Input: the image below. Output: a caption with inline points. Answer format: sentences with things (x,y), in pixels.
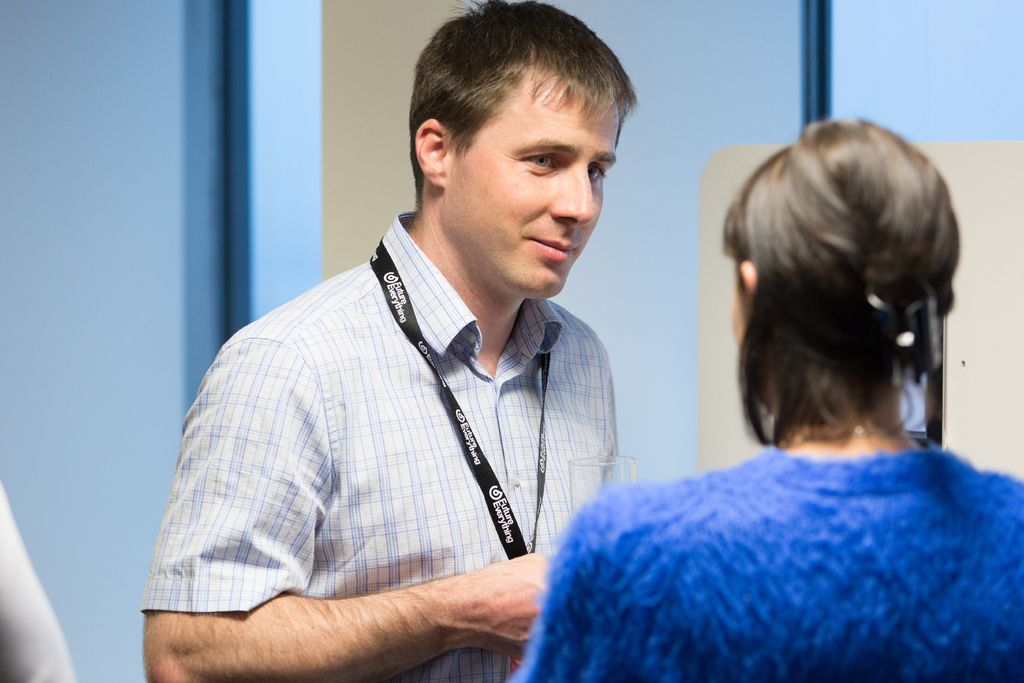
In this image I can see a person (364,467) wearing white shirt (293,475) and another person (738,575) wearing blue colored dress (714,583). In the background (216,177) I can see the blue colored surface (142,148), the cream colored surface (352,172) and to the left bottom of the image (4,542) I can see a white colored object (6,527).
